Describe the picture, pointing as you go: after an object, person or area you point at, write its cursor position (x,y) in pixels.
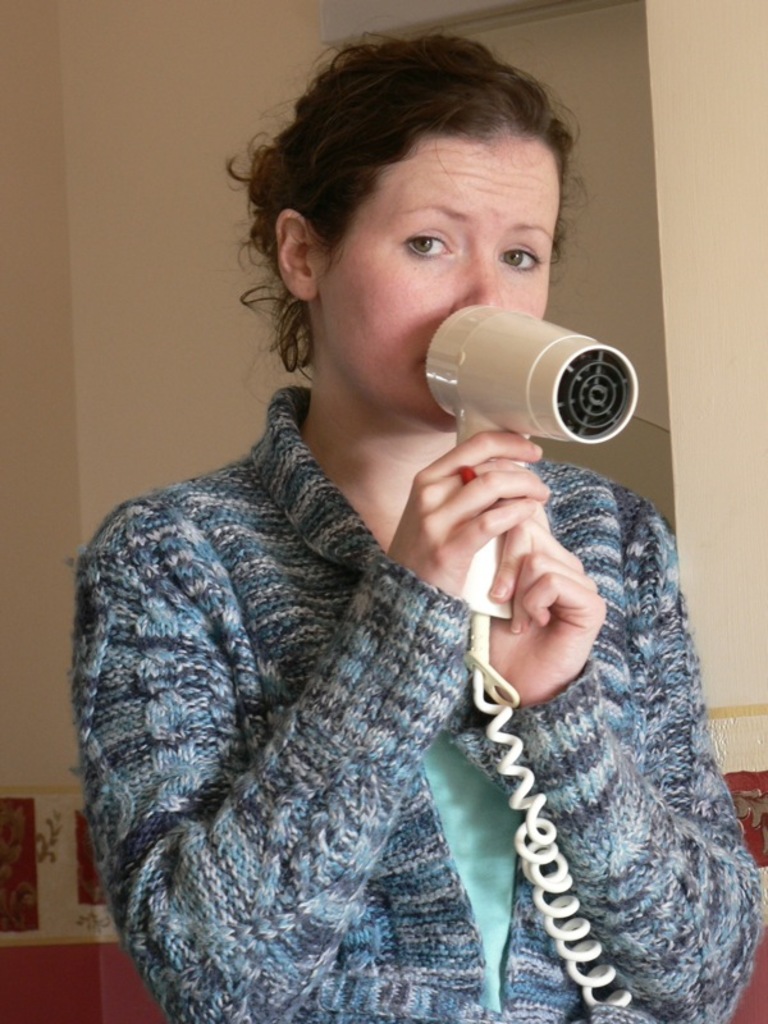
In this image I can see a woman (315,608) in the front (497,794) and I can see she is holding a hair dryer (502,416). In the background (287,96) I can see the cream colour wall (216,220).
